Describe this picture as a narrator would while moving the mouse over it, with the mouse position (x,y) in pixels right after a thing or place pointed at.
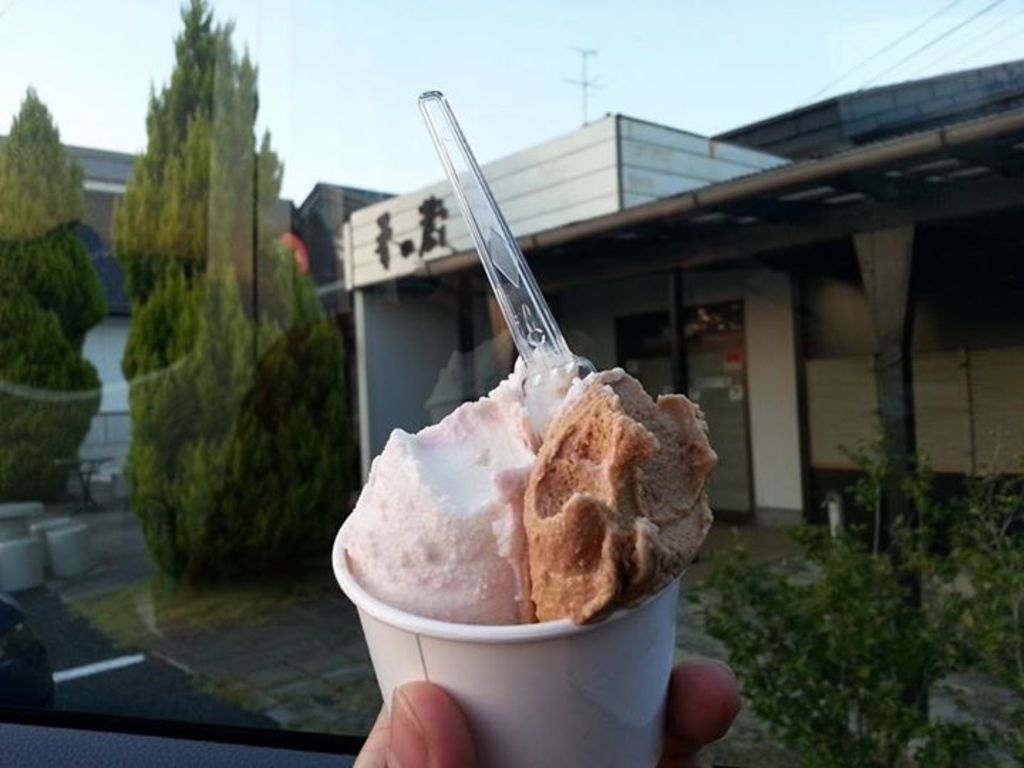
As we can see in the image there is a building (618,208), trees (228,208), plant (892,618), cup (641,636), ice cream (512,538), spoon (511,259) and sky (529,45).
